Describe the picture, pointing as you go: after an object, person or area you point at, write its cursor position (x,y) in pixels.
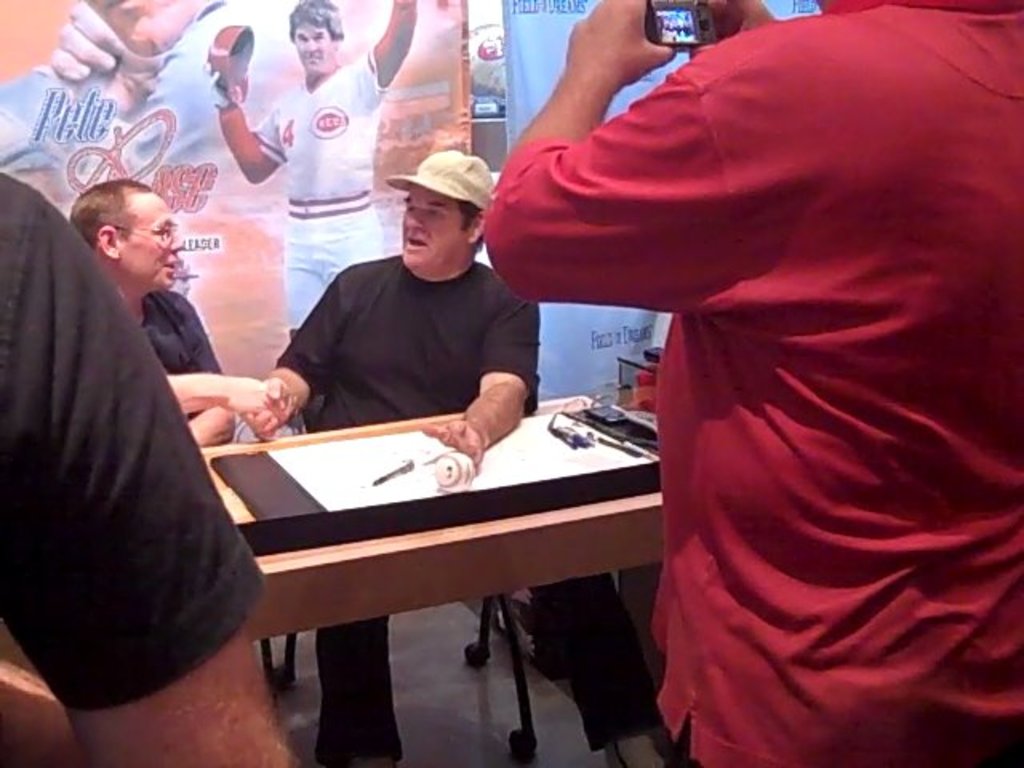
in this picture we can see a person (407,216) is sitting on a chair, and beside him a man (162,278) is sitting, and in front (413,420) there is the table (396,426) and some objects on it, and in front (589,233) a person (602,210) is standing on the floor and holding a camera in his hand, and at back (177,163) there are some posters (214,77).
